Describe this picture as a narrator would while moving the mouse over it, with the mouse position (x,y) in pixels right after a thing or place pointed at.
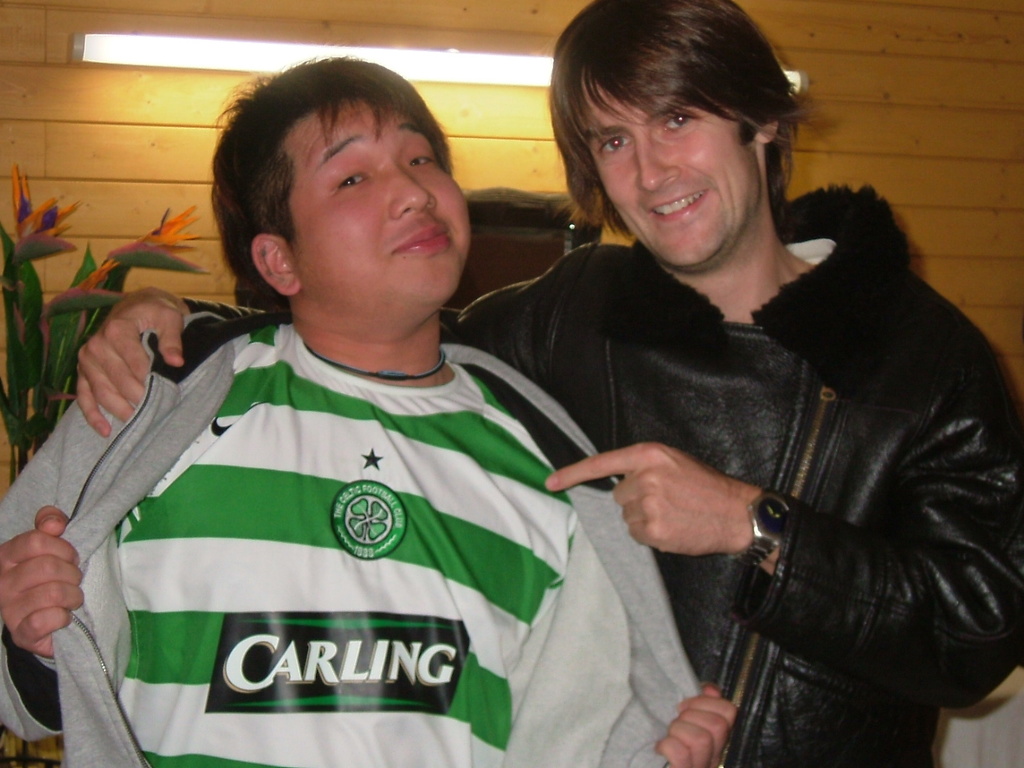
In this image there are two men (363,337) standing, there is a plant (50,316) towards the left of the image (30,335), there is a light (366,55), at the background of the image (52,114) there is a wall (917,126).
